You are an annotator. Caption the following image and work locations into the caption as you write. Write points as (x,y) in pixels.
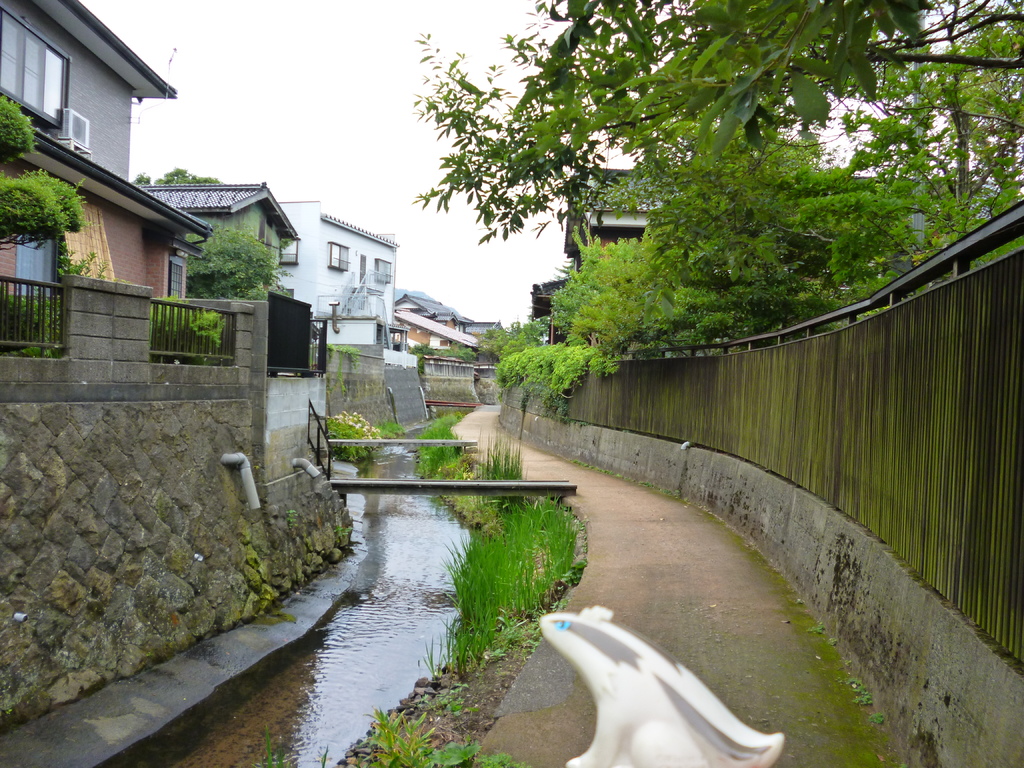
In the foreground of the picture (389,587) we can see canal (390,541), plants (490,531), grass (512,613), soil (426,728), path (828,732) and other objects (699,691). On the left (175,233) there are buildings (203,228), trees (15,149), railing (191,329), walls (216,386) and plants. On the right (792,207) we can see trees (742,211), buildings (638,224) and wall (556,441). At the top (356,84) there is sky (404,221).
